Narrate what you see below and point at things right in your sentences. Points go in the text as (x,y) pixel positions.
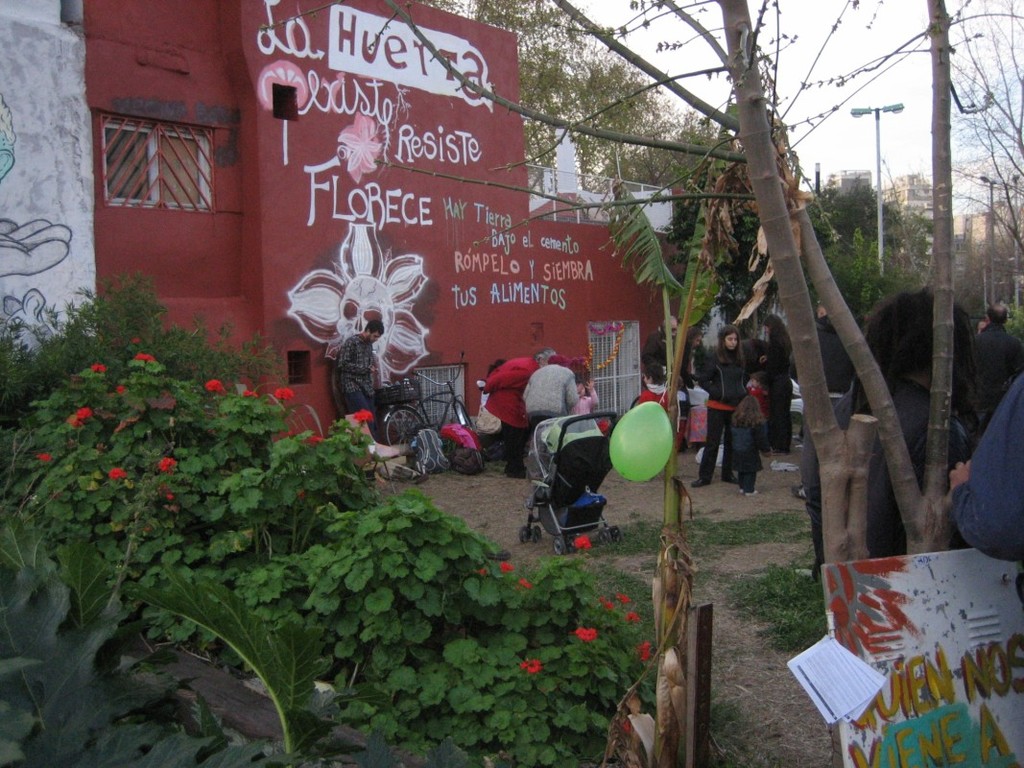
In this picture we can see few plants (436,591), flowers (365,413), buildings (470,195), trees (813,398) and group of people (503,383), in the middle of the image (638,463) we can see a balloon (622,460), baby cart (590,464) and a bicycle (425,406), in the background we can find a pole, fence (577,182) and lights (872,107), in the bottom right hand corner (886,631) we can see a board (914,599).
